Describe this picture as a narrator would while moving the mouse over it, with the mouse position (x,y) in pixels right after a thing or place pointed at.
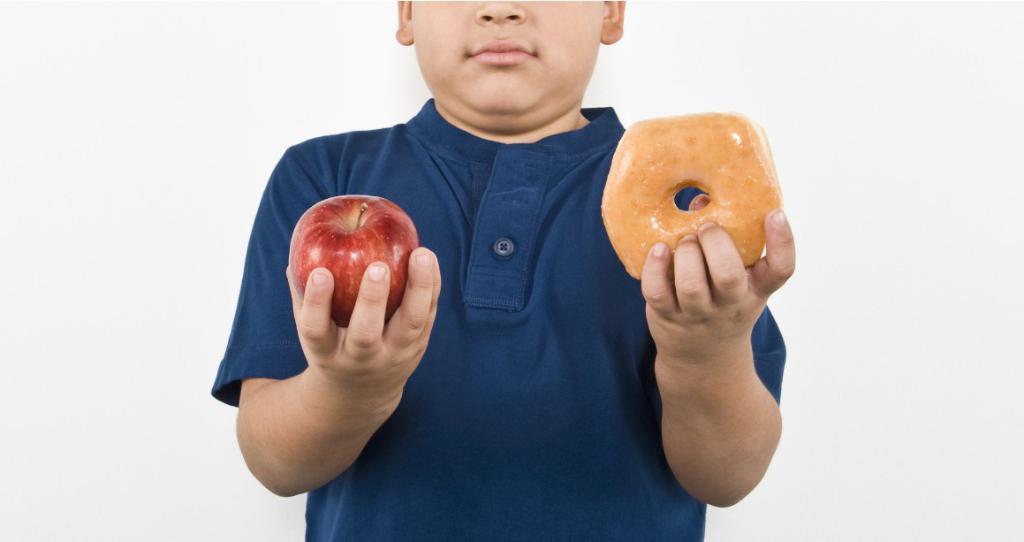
In this image we can see a boy (260,298) holding an apple (314,248) and a doughnut (610,198). On the backside (186,191) we can see a wall (188,188).
